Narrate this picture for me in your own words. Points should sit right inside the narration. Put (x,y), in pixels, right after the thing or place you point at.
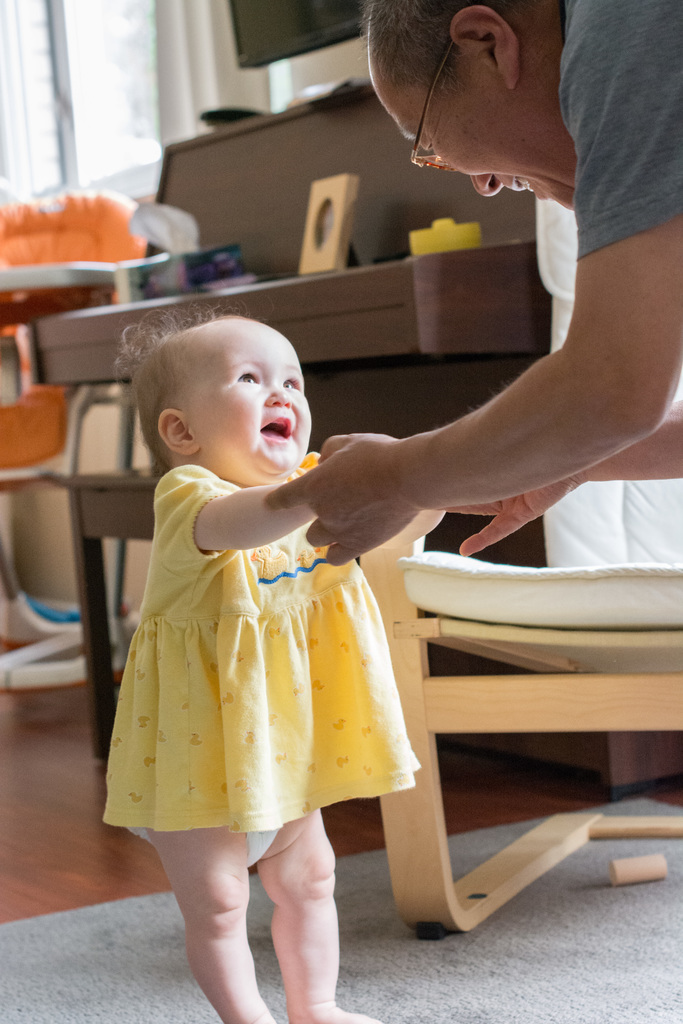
Here we can see a man (631,35) who is holding a baby (201,604) with his hands (346,486). He has spectacles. This is chair (682,827) and there is a table (392,381). This is floor (72,839) and there is a window (90,156).
